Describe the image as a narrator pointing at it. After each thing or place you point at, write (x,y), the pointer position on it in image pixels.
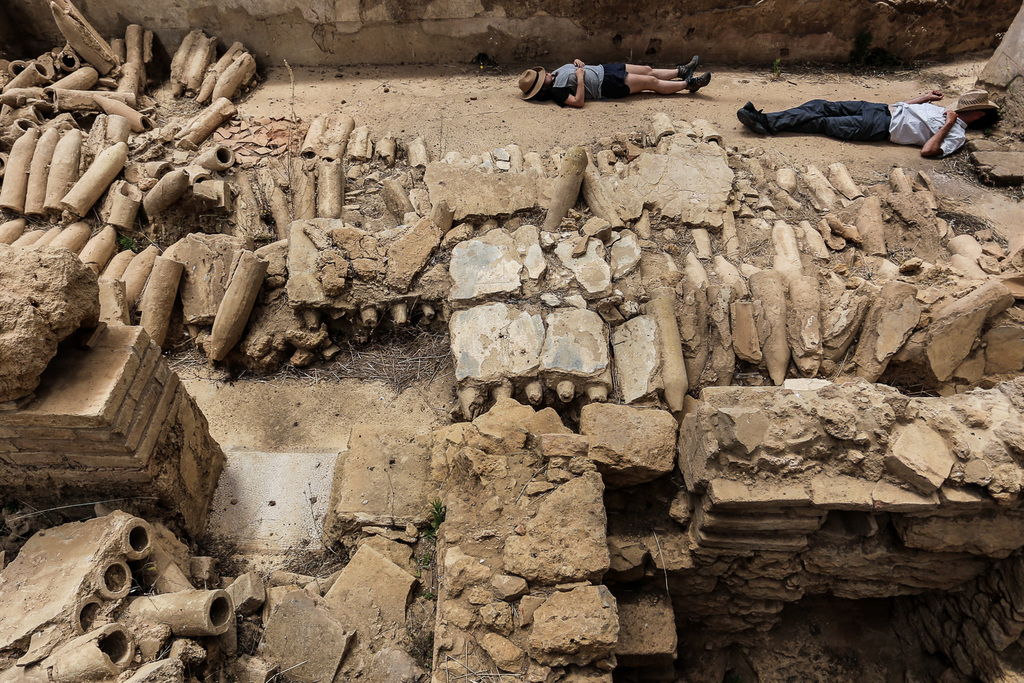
In this image I can see two persons (559,92) are laying on the floor (818,94) and I can see hats (532,71) on their heads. I can see few pottery objects (202,97) which are brown in color and few walls (141,362) which are made of bricks (89,409) and few other objects (333,282). In the background (277,34) I can see the wall (474,29) which is brown in color.
